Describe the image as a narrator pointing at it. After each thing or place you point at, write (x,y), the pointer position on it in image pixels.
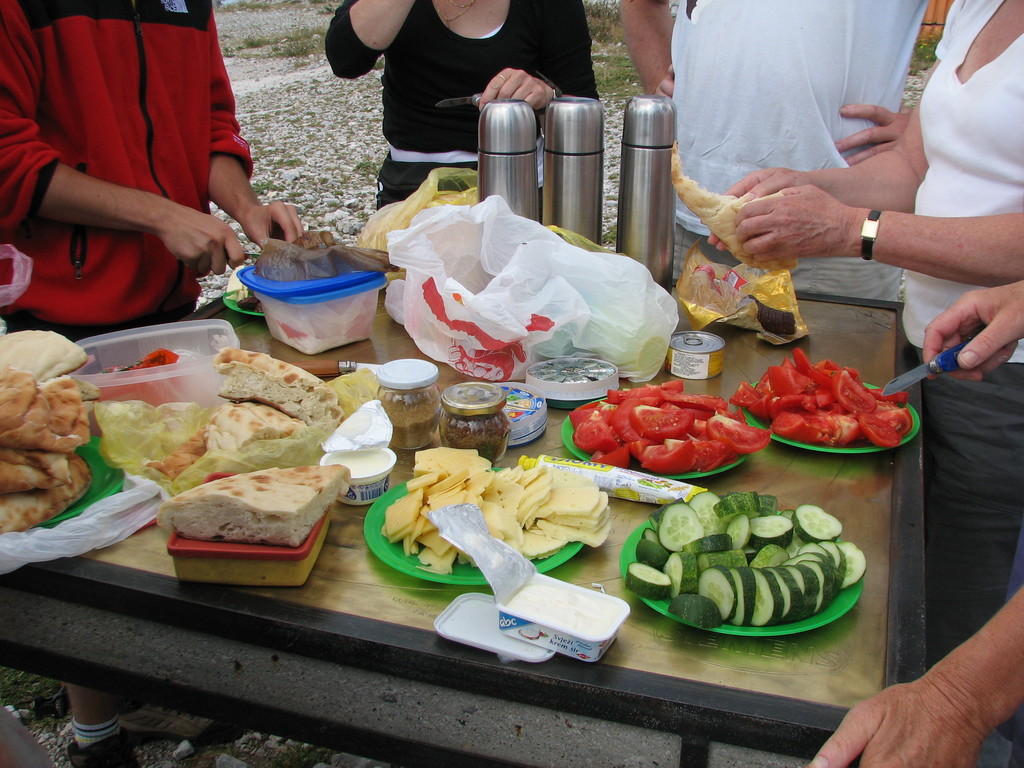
In this image there is a table (723,659), on that table (753,361) there are plates (714,471), in that plates (473,474) there are vegetables (723,420) and other food items (619,471), around the table (640,608) there are five persons (817,147) standing.
